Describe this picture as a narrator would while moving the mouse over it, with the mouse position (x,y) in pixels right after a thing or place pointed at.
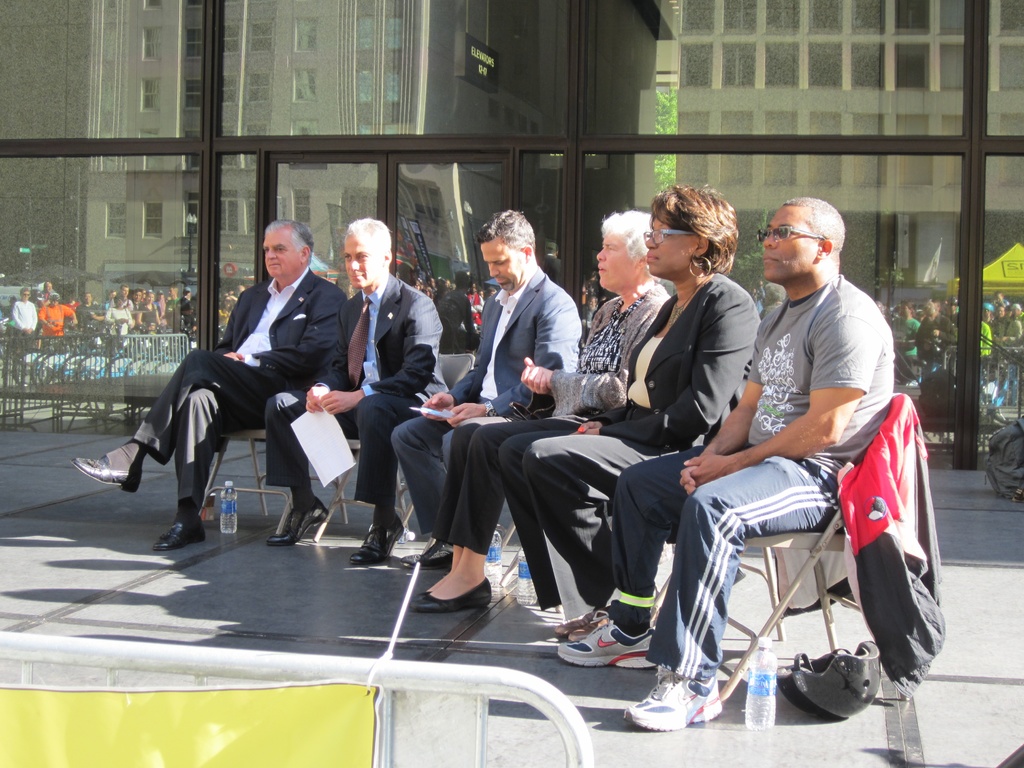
In the middle of the picture (615,405), we see four men (398,406) and two women (643,350) are sitting on the chairs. Beside each chair (511,529), we see water bottles (757,711). The man (291,440) in black blazer (335,355) is holding papers (327,471) in his hand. Behind them, we see a glass building (302,165) in which many buildings (25,214) and people (115,312) standing on the road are visible. We even see a yellow tent (1005,267) on the right side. At the bottom of the picture (263,711), we see a yellow banner (228,732) which is tied to the railing (437,678). It is a sunny day.
